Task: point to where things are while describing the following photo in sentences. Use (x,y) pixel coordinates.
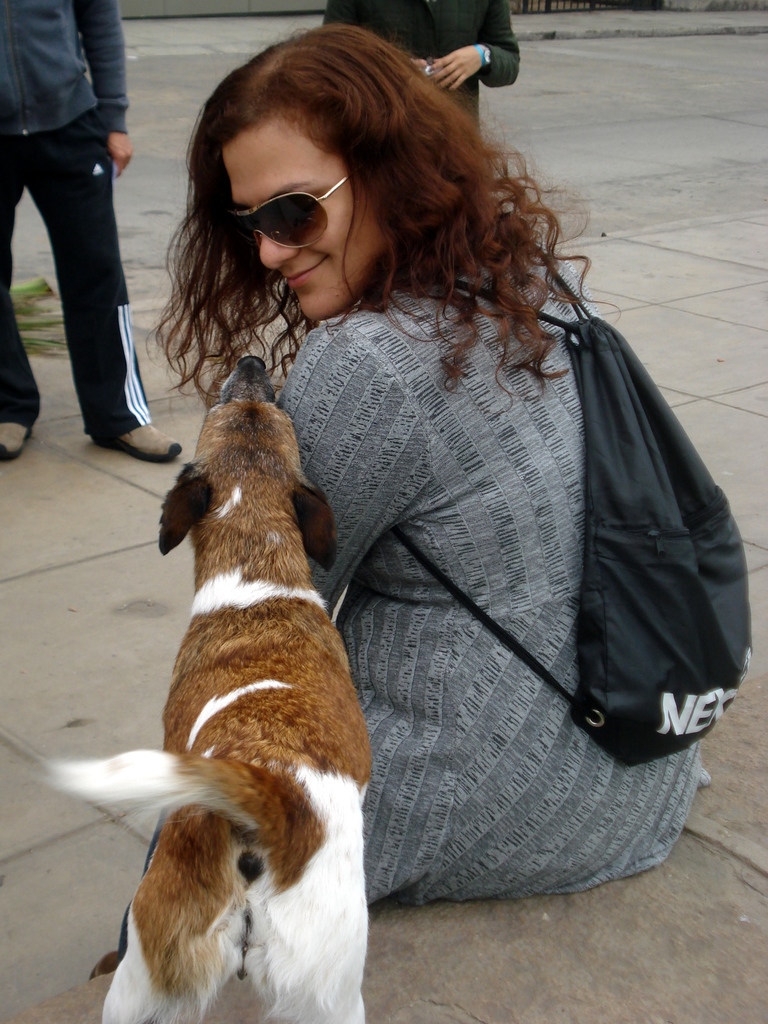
In the foreground of this image (356,706), there is a dog (318,645) and a woman (516,470) wearing a bag (668,583) is sitting on the stone surface (618,959). At the top (73,87), there are two people (482,12) standing and we can also see the road (640,113).
